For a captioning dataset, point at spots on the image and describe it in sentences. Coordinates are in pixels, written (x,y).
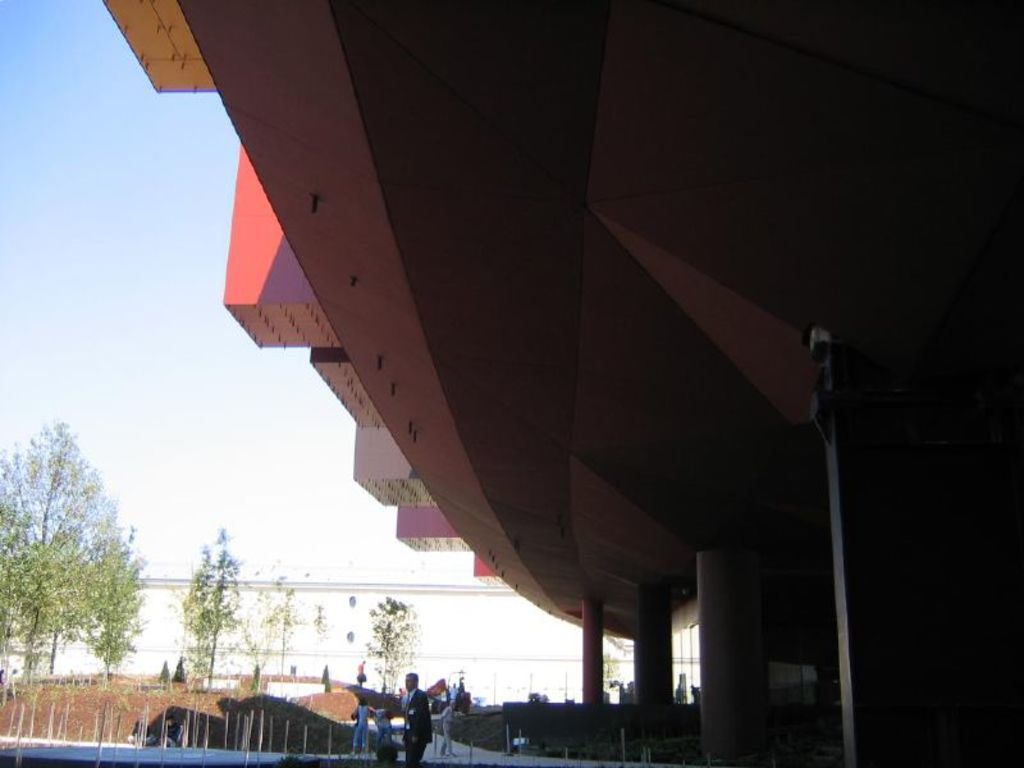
In this image there is a building (494,570) at right side of this image (730,284) and there are some trees (208,609) at left side of this image (117,666) and there are some persons (387,716) standing in middle of this image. There is a sky (190,404) at top of this image (155,215).
